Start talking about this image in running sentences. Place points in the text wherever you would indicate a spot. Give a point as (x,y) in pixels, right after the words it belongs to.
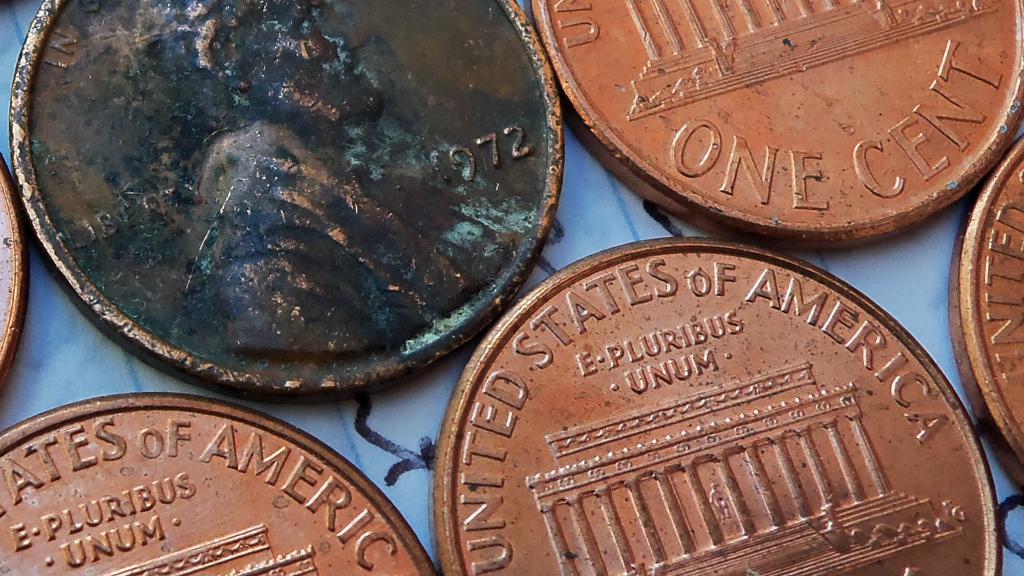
In this image, we can see some coins (483,254).
